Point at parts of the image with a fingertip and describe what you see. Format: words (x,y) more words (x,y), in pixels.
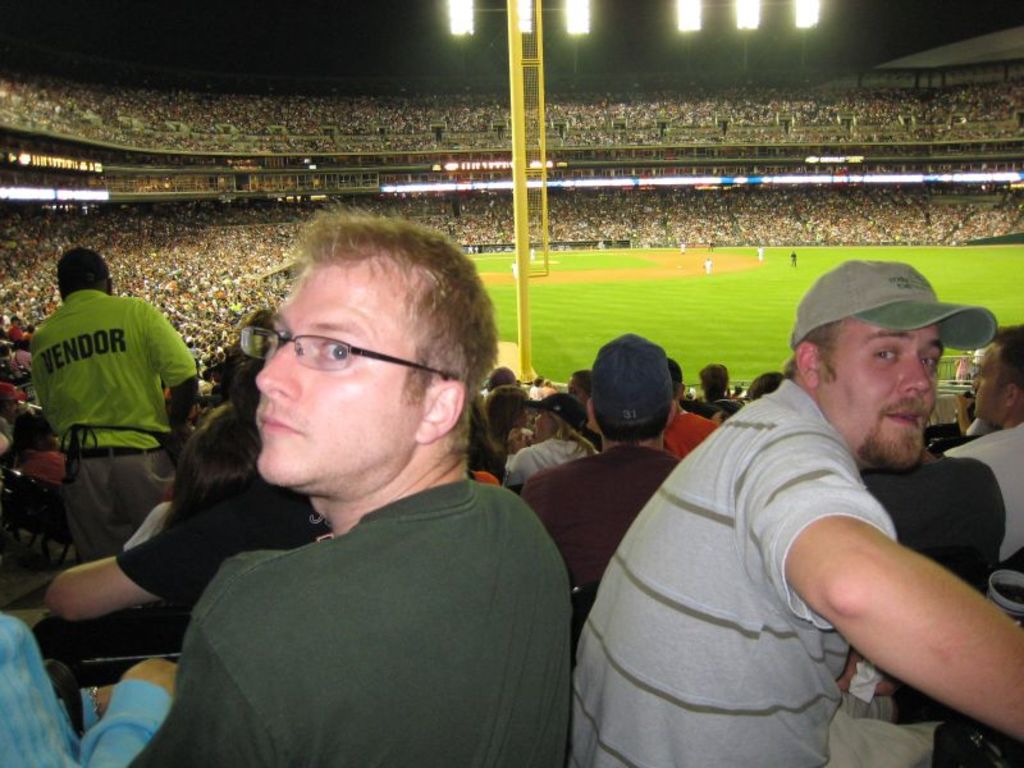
As we can see in the image there is a stadium (681,149). In stadium (681,149) there are group of people (334,113) sitting and standing and few of them are playing. On the top (690,4) there are lights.
